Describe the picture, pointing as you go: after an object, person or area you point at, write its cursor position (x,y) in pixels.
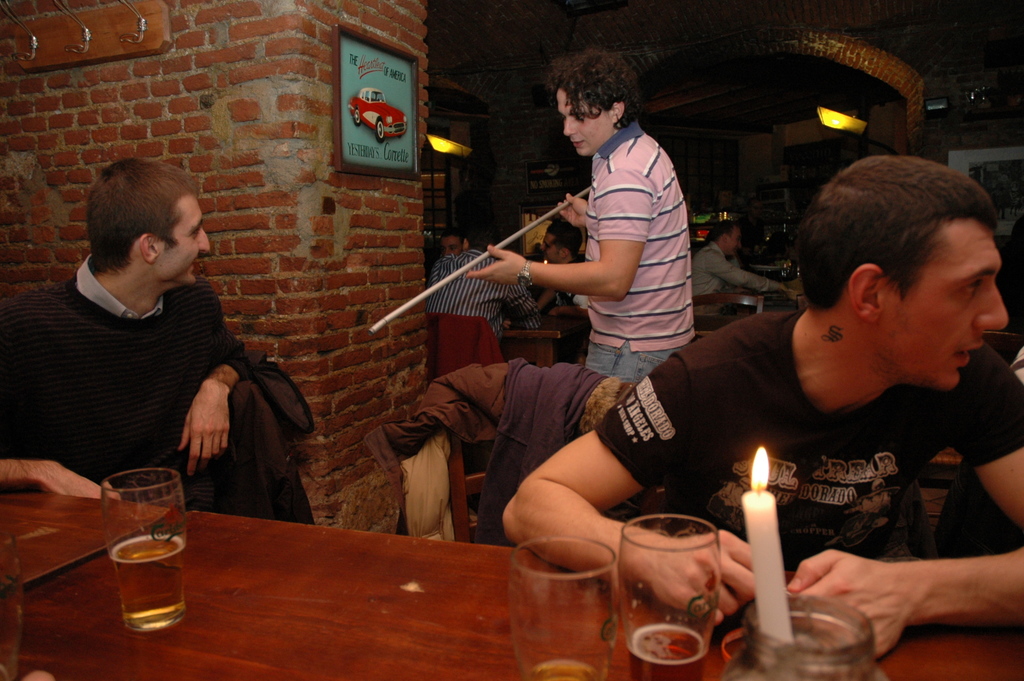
There are some persons (806,594). This is table (313,599). On the table (263,552) there are glasses (580,582) and a candle (772,529). This is wall (314,92) and there is a frame (378,145). These are the lights (856,115).
